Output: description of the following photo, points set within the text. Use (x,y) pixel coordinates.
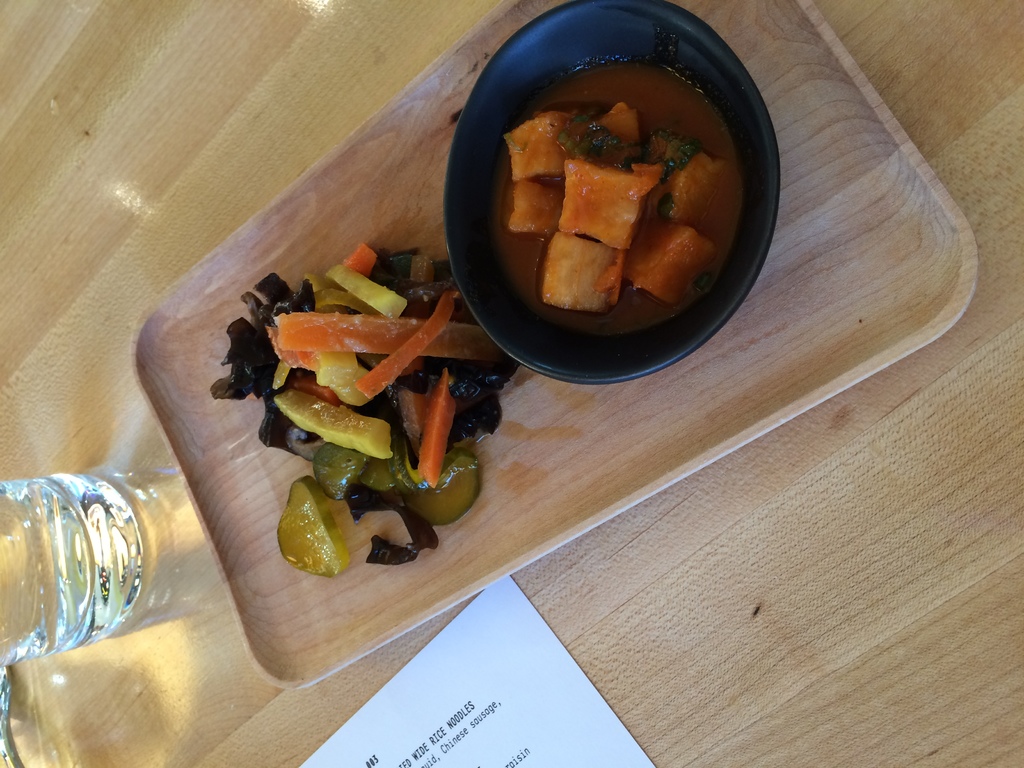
In this image, we can see a table (697,745). In the middle of the table (555,583), we can see a plate (560,462) with some food (470,458) and a bowl (726,265), in the bowl (670,286), we can see some food item (653,161). In the middle of the table (611,650), we can see one edge of a paper (644,751) with some text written on it. On the left side of the table (130,719), we can see a water glass (114,561).
